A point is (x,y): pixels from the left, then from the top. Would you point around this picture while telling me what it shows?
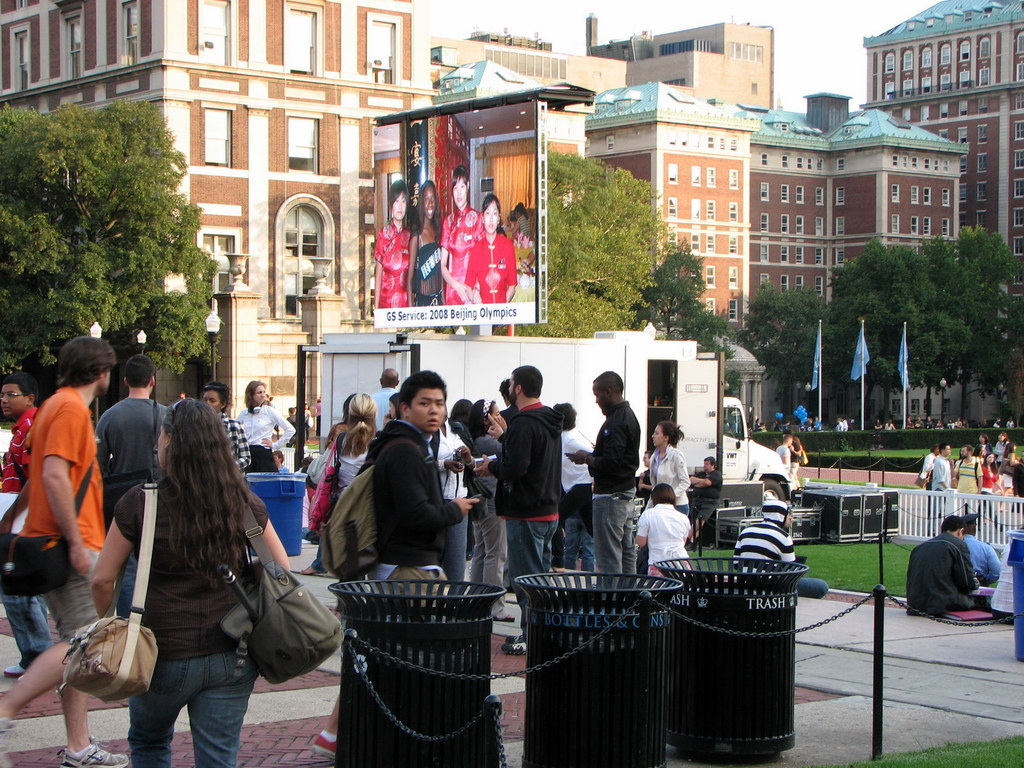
In this picture we can observe some people (457,519) standing. There are men (126,424) and women (159,464) in this picture. We can observe three trash bins (610,633) which are in black color. On the left side (173,470) there is a woman (213,644) carrying two bags (226,633) on her shoulders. We can observe a screen (482,227) here. In the background (181,41) there are brown color buildings (608,130) and trees (124,216). There is a sky (807,49).
